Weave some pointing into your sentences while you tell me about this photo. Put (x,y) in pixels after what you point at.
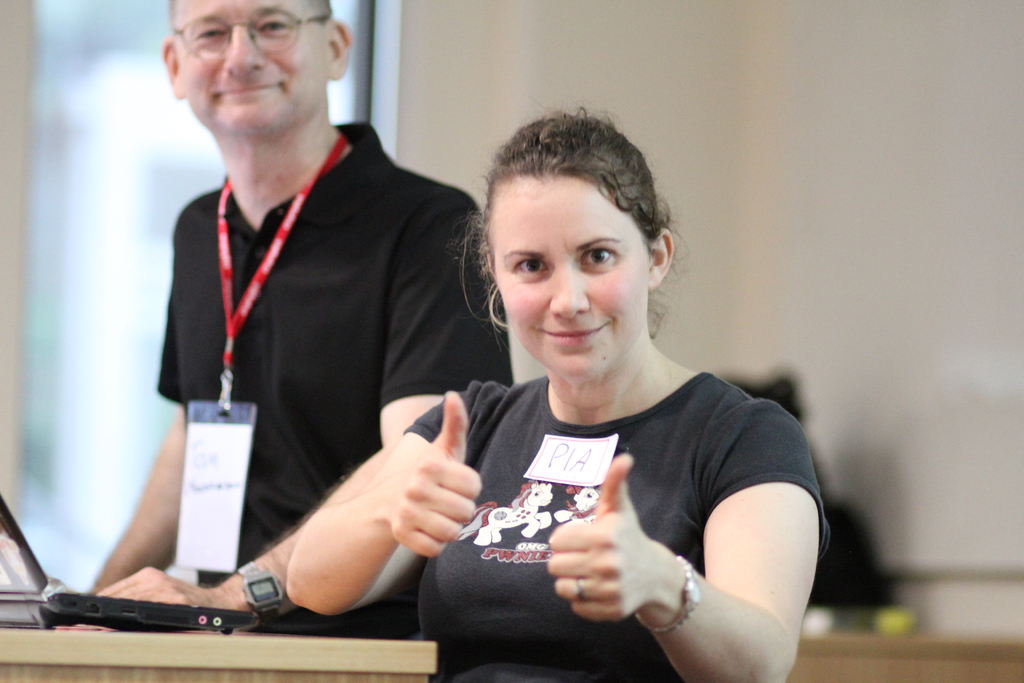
In this picture there are two people (379,447) smiling and we can see laptop (122,626) on the table (164,635). In the background of the image (778,100) it is blurry.
